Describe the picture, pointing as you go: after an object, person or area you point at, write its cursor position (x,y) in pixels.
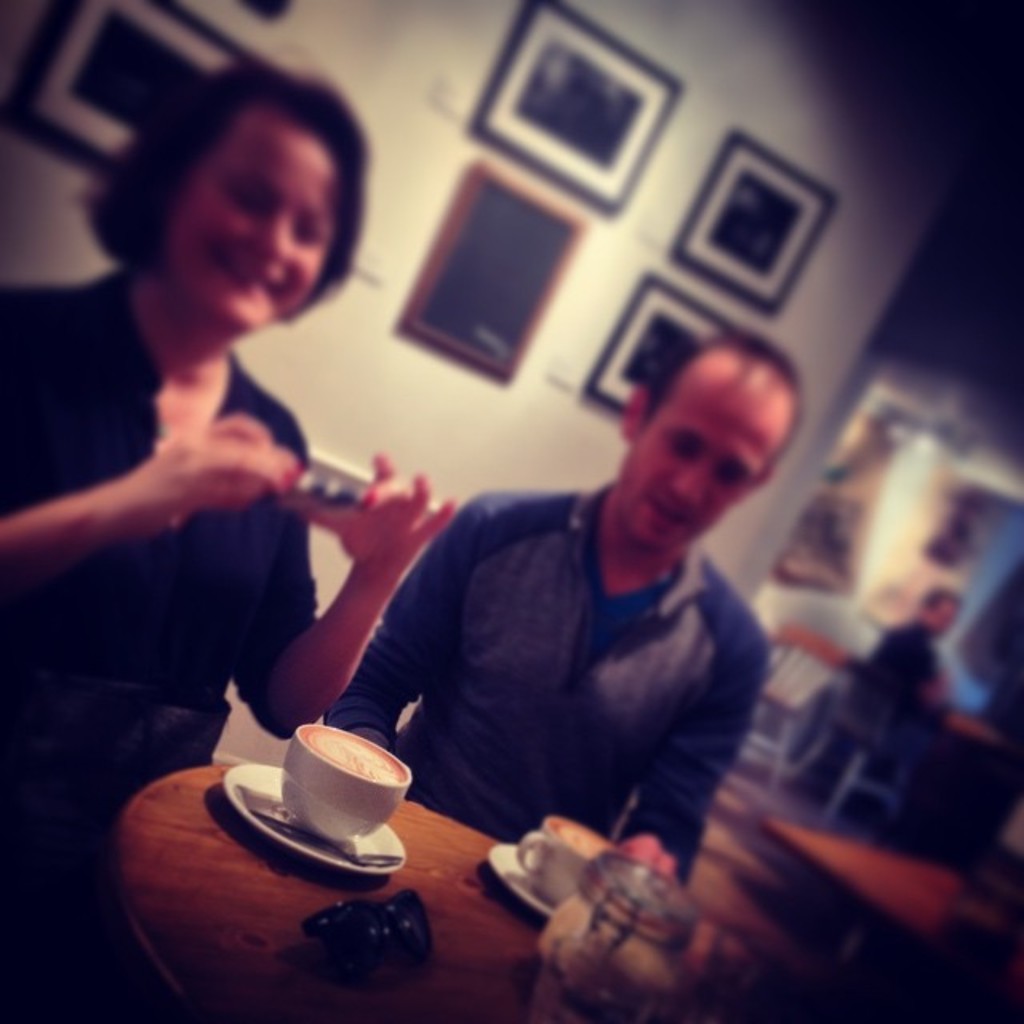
A couple (197,288) are sitting at a table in a coffee shop (393,822) with coffee (567,839) in front of them.
